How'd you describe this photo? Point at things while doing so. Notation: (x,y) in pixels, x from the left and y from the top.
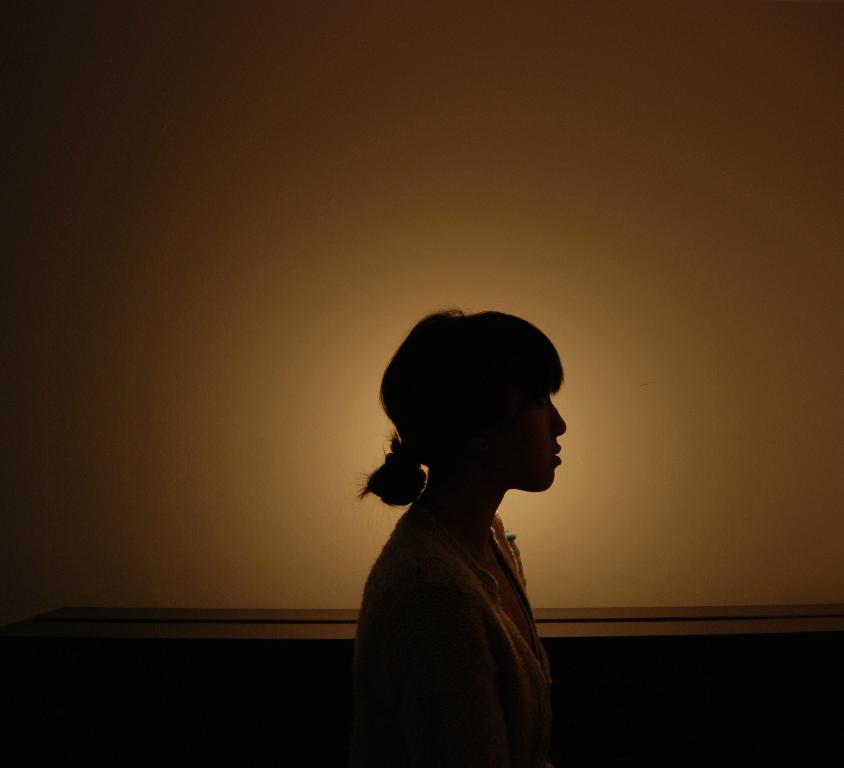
In this image we can see a person (444,627) standing and we can see an object (670,671) which looks like a wall (788,429).
